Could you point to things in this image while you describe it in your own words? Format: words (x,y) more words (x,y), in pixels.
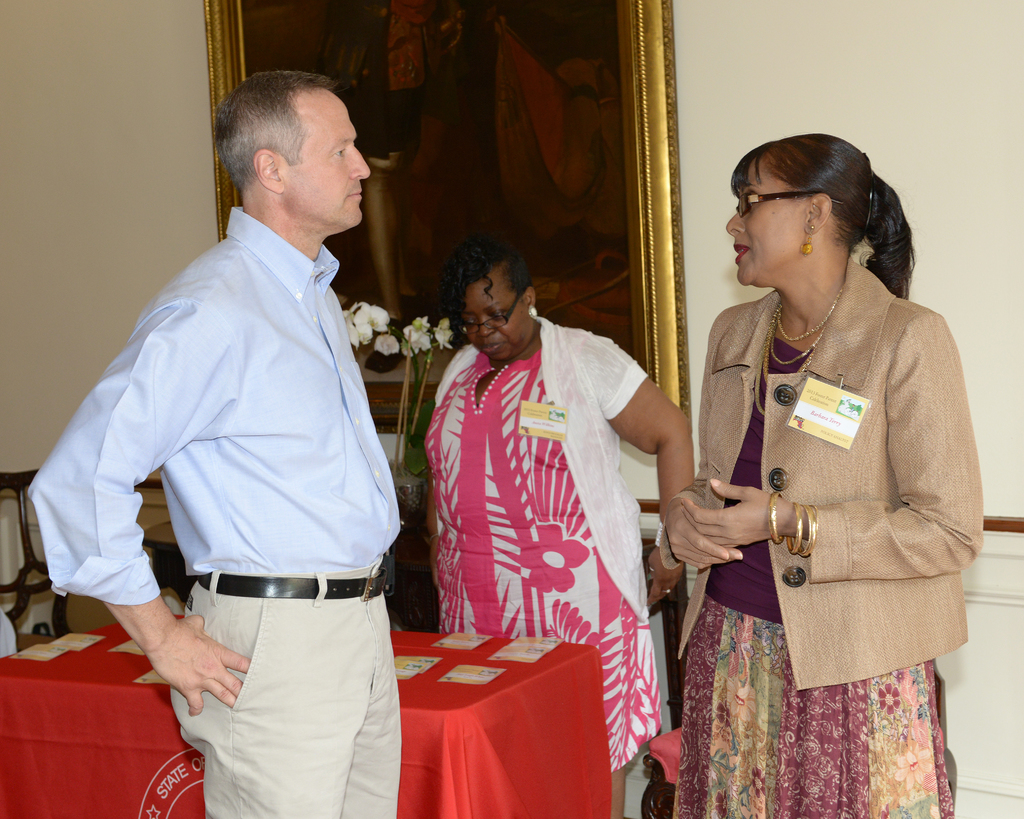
There are three members (600,482) in the picture. Two women (462,456) and one man (292,543). Both of them are talking. There is a red table (541,757) and in the background (514,191) there is a photo frame (590,81) and a wall (749,80).
